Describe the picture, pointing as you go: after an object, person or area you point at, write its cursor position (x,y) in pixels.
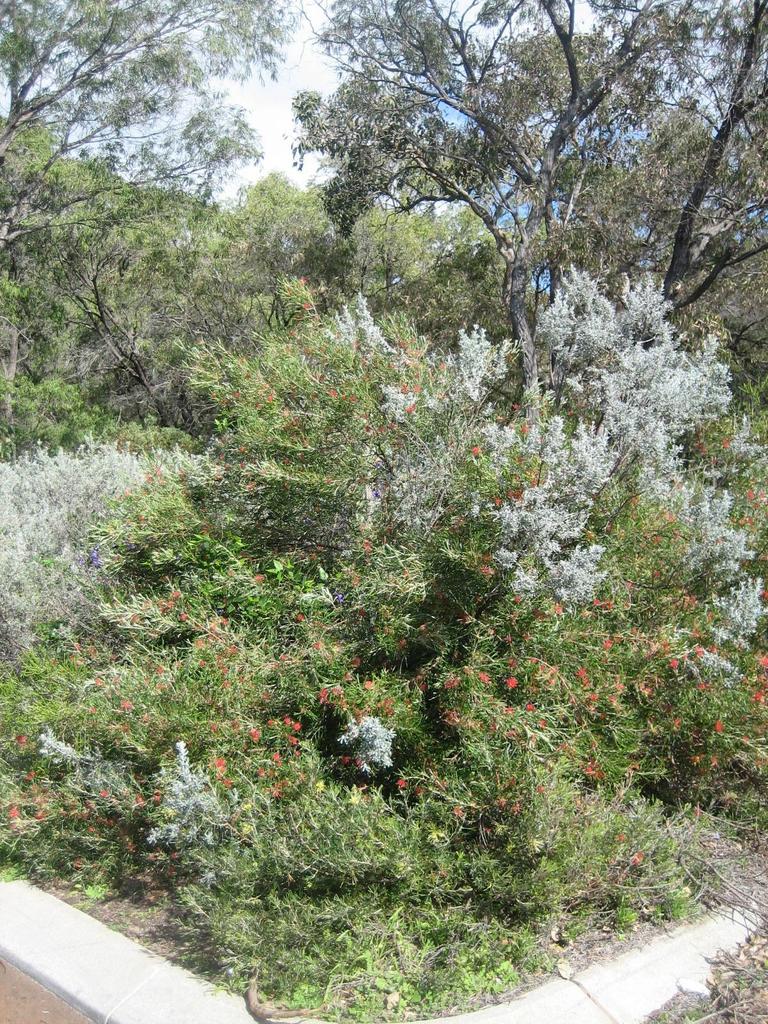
In the center of the image (356,469) we can see some plants (500,560), flowers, trees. At the bottom of the image (227,1014) there is a floor (242,1022). At the top of the image (319,15) we can see the sky (275,146).
